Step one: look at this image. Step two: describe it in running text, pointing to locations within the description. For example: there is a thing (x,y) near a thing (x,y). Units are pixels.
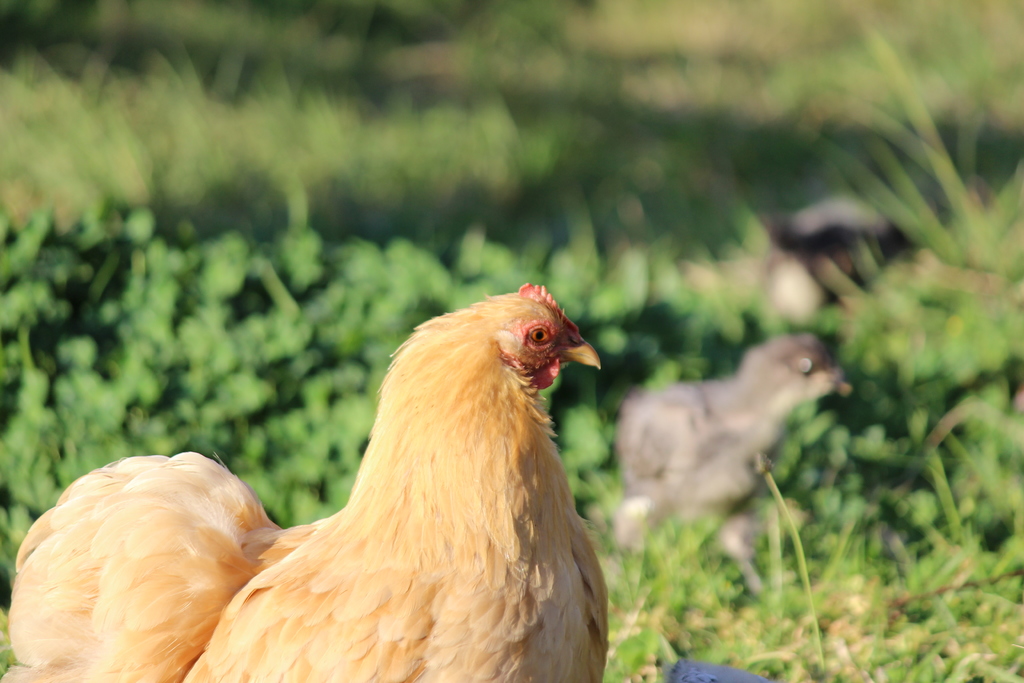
This image is taken outdoors. At the bottom of the image (903,477) there is a ground (789,570) and there are a few plants (173,264). On the left side of the image (185,600) there is a hen (462,337) and there is a bird (729,442) on the ground (697,540).
